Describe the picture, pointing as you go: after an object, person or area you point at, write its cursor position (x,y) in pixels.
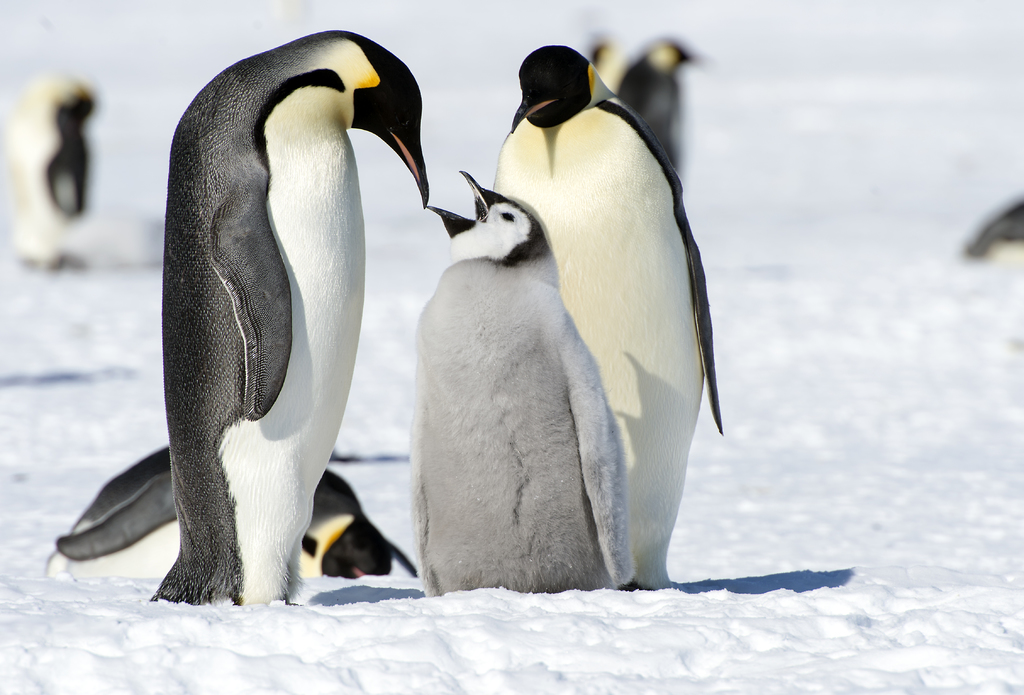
In this image I can see penguins (527,147) visible on the snow (804,514).
